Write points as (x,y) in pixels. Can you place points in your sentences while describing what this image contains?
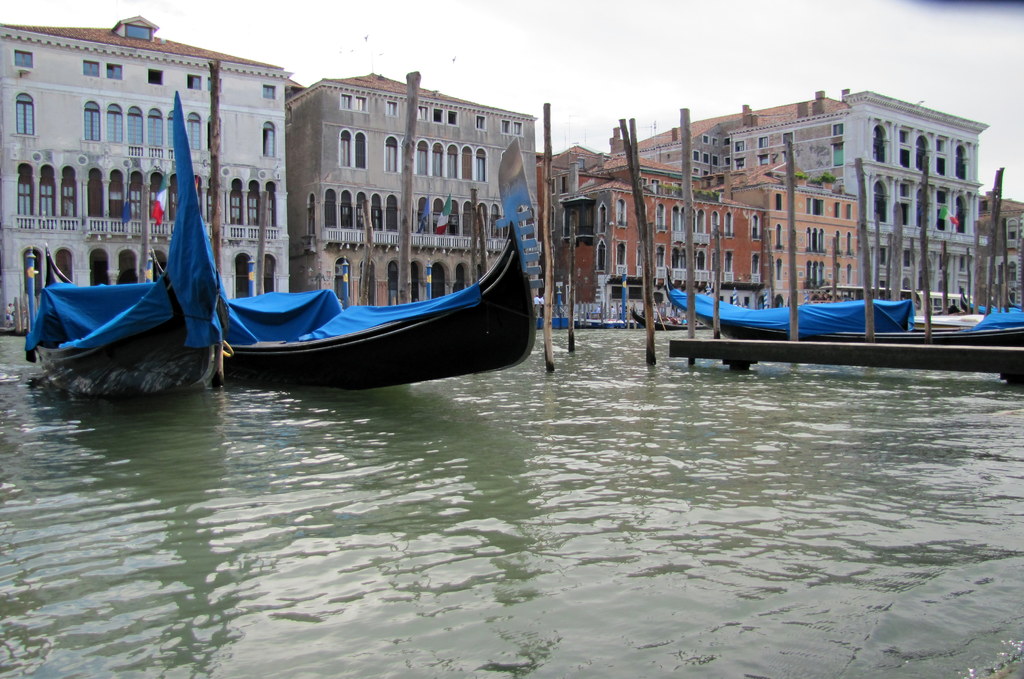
This picture is clicked in the city (58,160). Here, we see many boats (481,363) in the water (504,374) and this water (467,433) might be in a canal (344,421). There are many buildings (379,246) in the background (710,240) which are in white and red color. At the top of the picture (477,43), we see the sky (631,65).
